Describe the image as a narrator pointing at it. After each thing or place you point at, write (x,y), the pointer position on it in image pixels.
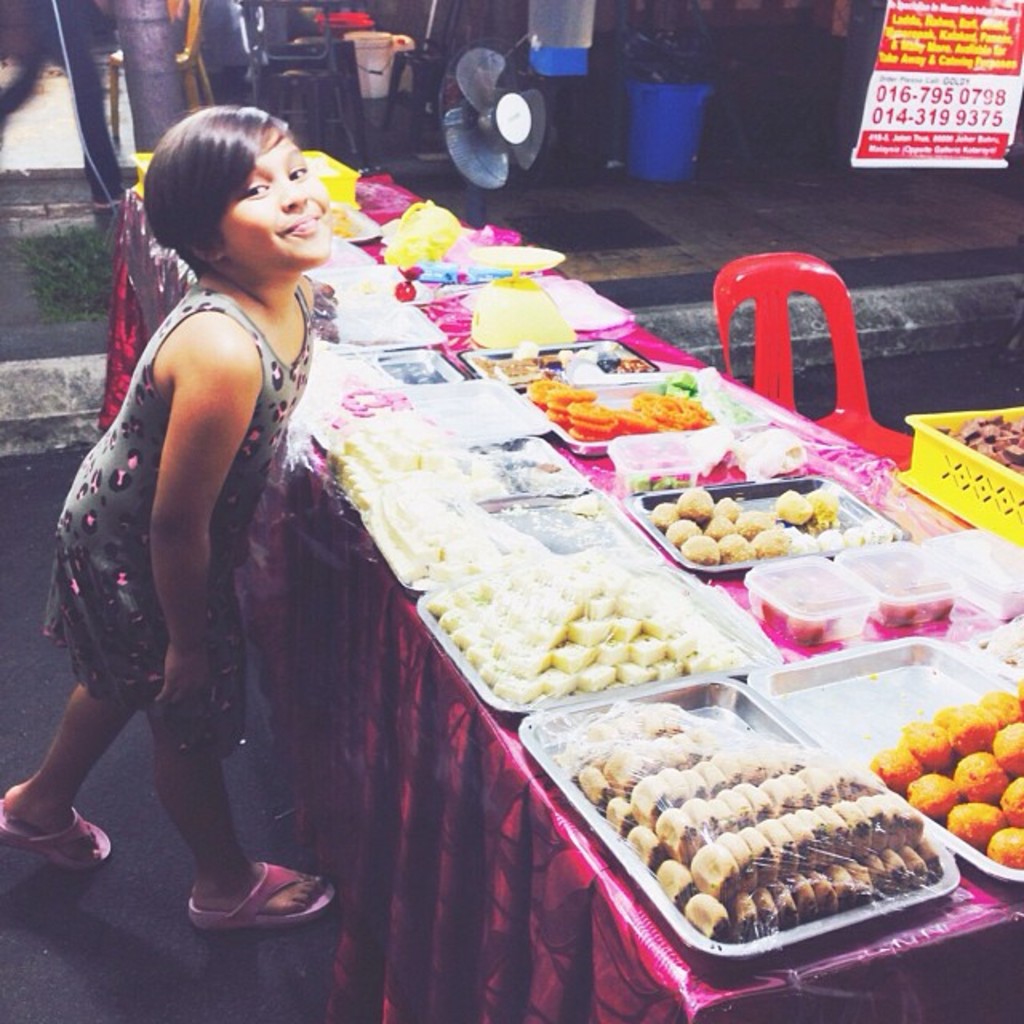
In the image there is a girl (213,418) standing in front of table (860,1021) with many sweets (730,647) on it with a chair (841,411) behind it, in the back (464,135) there is a fan (532,130) bucket (663,91) and chair (314,87) on it floor (908,177) with a banner (894,91) on the right side (974,71).
